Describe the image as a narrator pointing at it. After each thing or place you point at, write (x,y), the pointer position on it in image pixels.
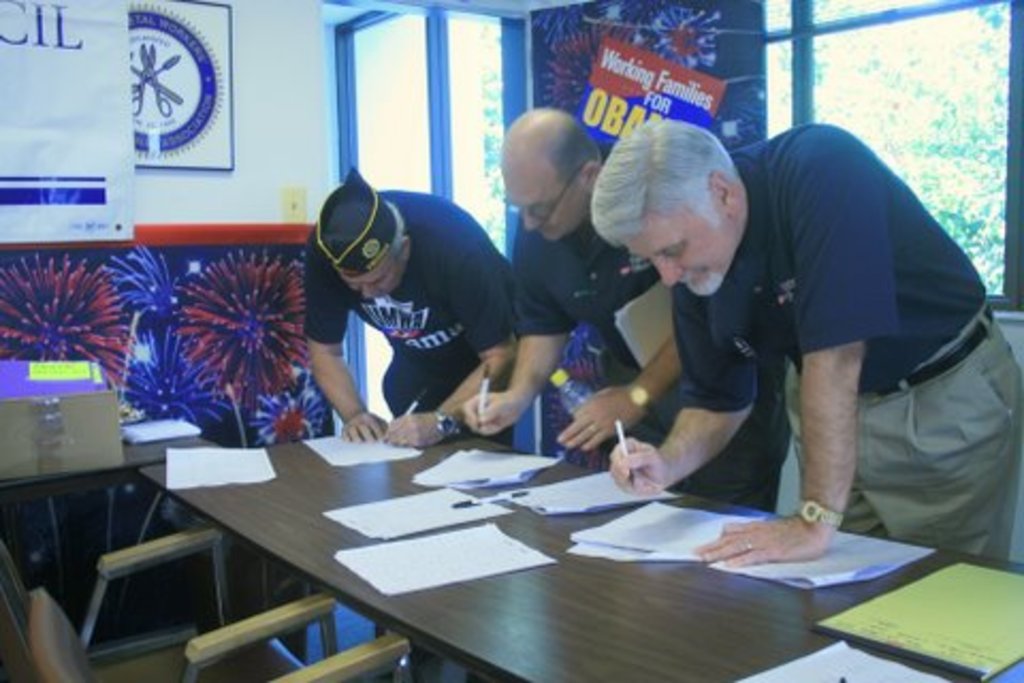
There are a three people (672,439) who are standing on the right side (710,496) and looks like they are writing something on a paper (492,458) which is on the table (638,598).
